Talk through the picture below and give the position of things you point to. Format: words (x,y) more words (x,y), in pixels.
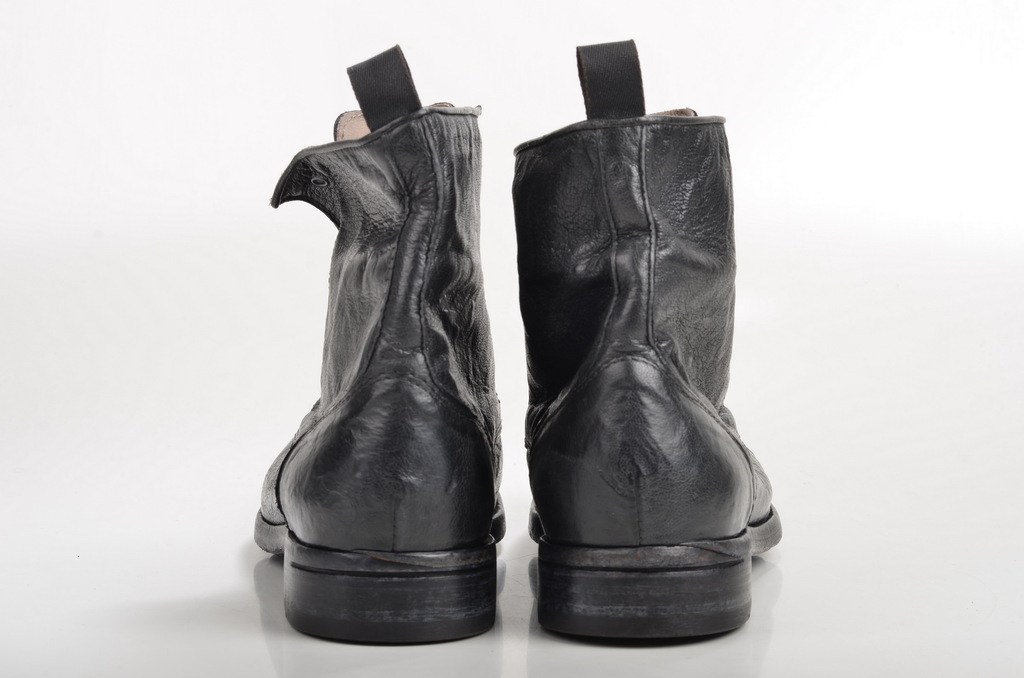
In this picture we can see a pair of black color boots (470,403). Behind the boots (647,590), there is a white background (754,635).
